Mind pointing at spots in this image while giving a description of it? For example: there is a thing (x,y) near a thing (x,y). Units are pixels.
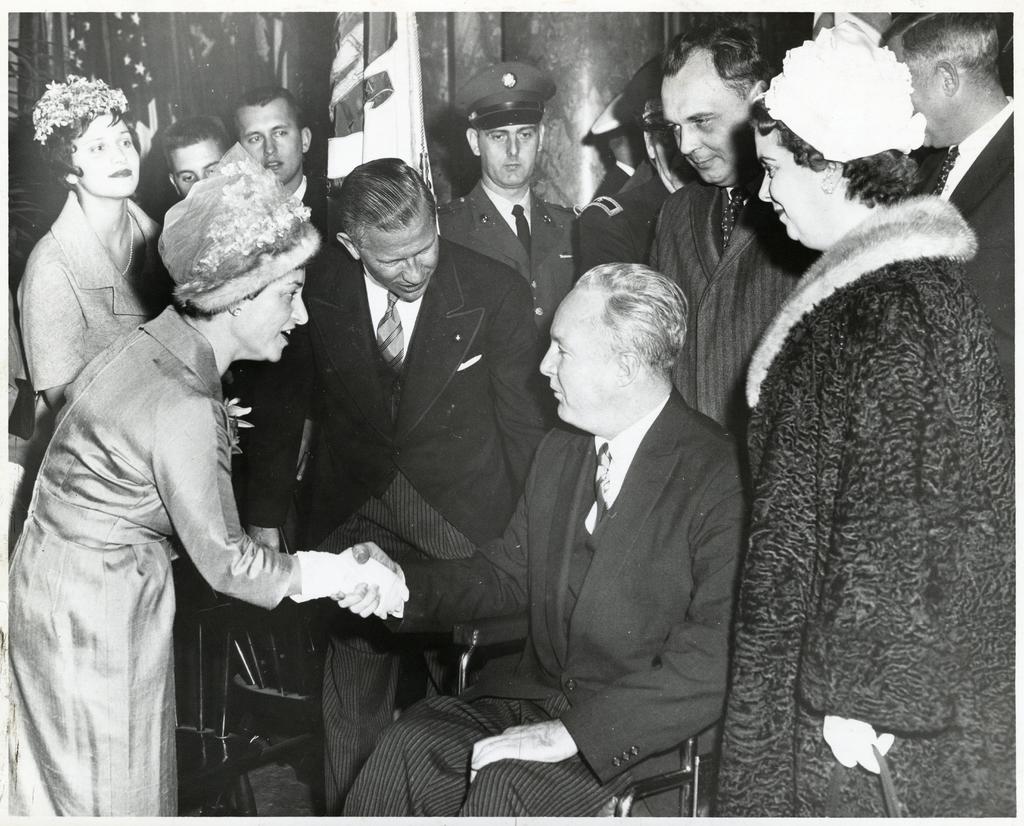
This picture shows few people (665,175) Standing and we see a man (470,806) seated and we see a women (396,588) shaking hand (399,573) with the man (457,576) and we see few of them wore caps (824,120) on their heads (189,314) and we see a flag (332,138) on the side.
